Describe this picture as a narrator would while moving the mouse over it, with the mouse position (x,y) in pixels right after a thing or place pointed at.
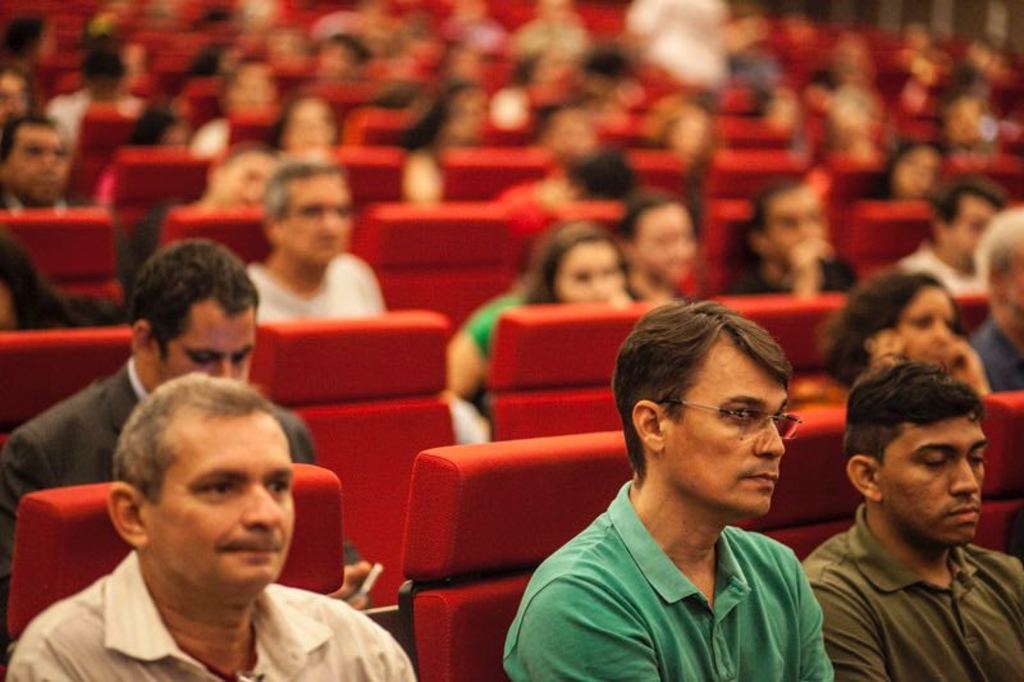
In this image we can see few people (615,549) sitting on chairs (393,378) and a blurry background (677,15).
